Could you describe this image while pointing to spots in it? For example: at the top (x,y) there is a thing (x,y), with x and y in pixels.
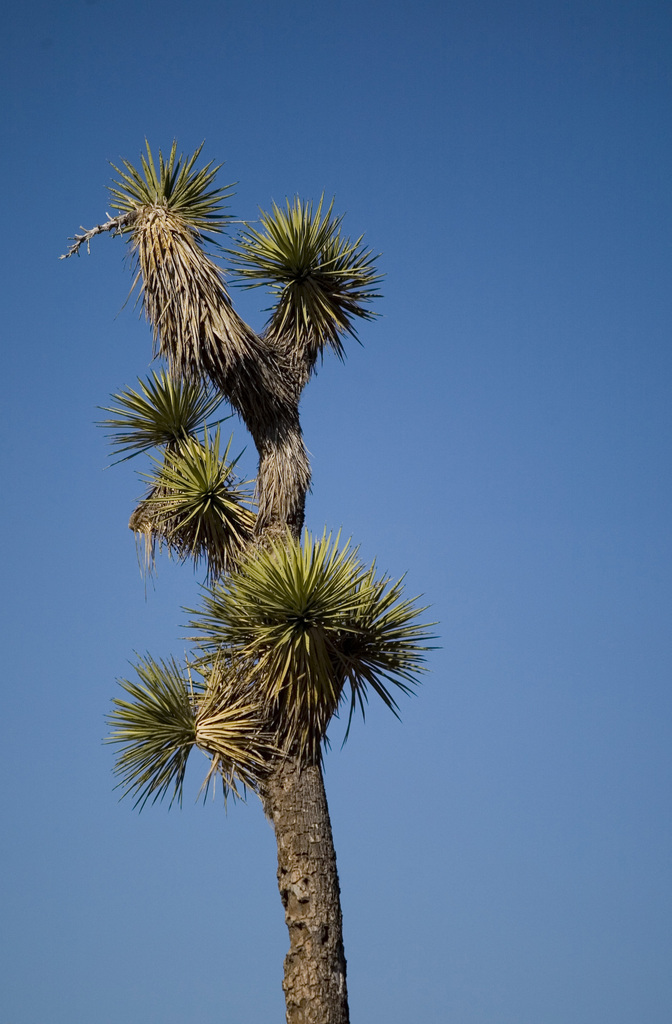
In the center of the image (292,660) a tree (289,336) is there. In the background of the image (367,382) there is a sky (352,497).
